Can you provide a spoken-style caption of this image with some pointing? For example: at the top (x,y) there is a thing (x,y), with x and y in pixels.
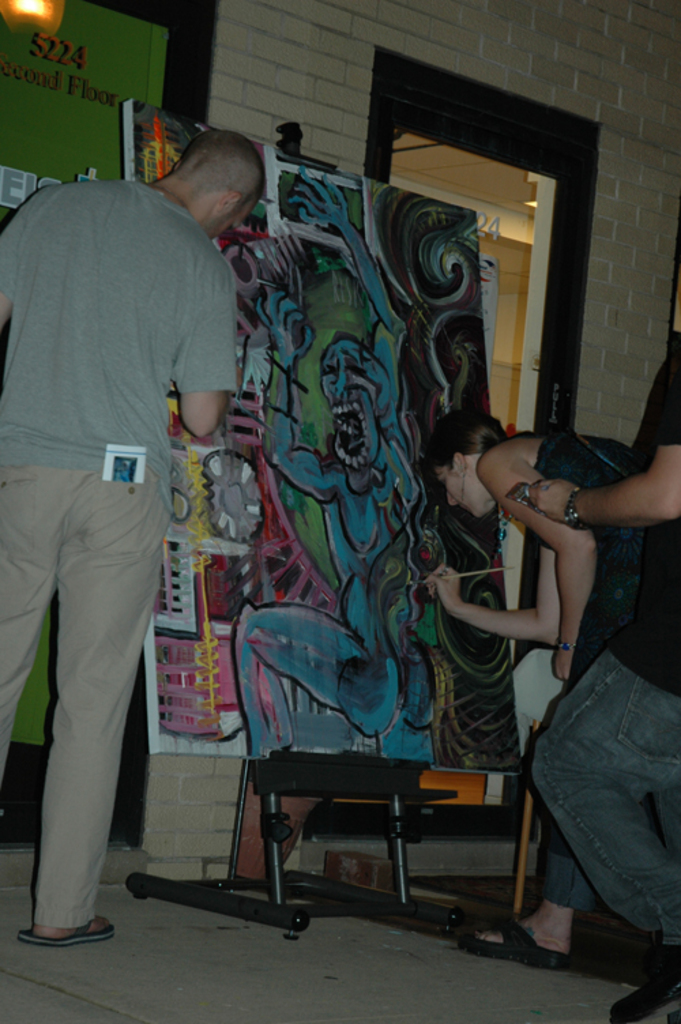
In the center of the image (229,374) we can see two persons (84,667) are standing and they are holding paint brushes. And we can see they are painting on the board (275,694). On the right side of the image (667,487) we can see one person (584,682) standing and he is holding some object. In the background (491,55) there is a wall (470,38), banner (15,98), light (48,3), board (139,113), stand (404,865) and a few other objects (450,120).
